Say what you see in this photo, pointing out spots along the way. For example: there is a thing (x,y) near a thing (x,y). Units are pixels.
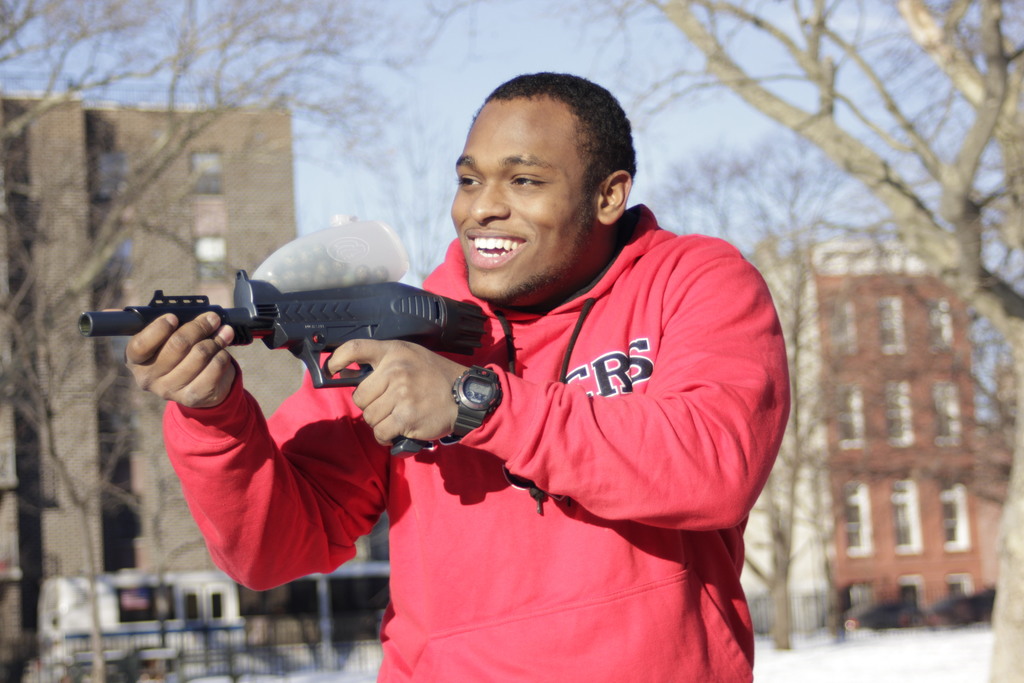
In the front of the image (559,244) a person (533,388) is smiling and holding a weapon (413,287). In the background of the image (897,329) I can see railing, vehicles (195,614), trees (1007,297), buildings (152,222) and sky (407,128).
